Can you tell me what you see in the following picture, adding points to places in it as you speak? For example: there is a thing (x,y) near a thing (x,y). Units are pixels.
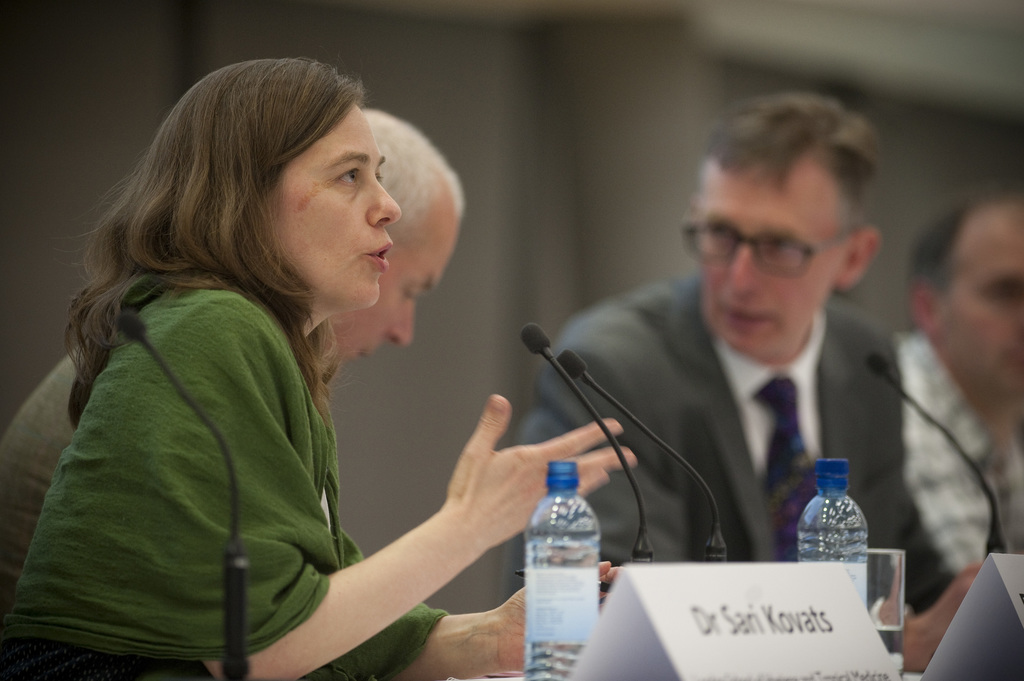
In this picture we can see four people (228,367) and in front of them we can see mics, bottles (837,546), name boards (821,587), glass (879,592) and in the background (552,90) it is blurry.
